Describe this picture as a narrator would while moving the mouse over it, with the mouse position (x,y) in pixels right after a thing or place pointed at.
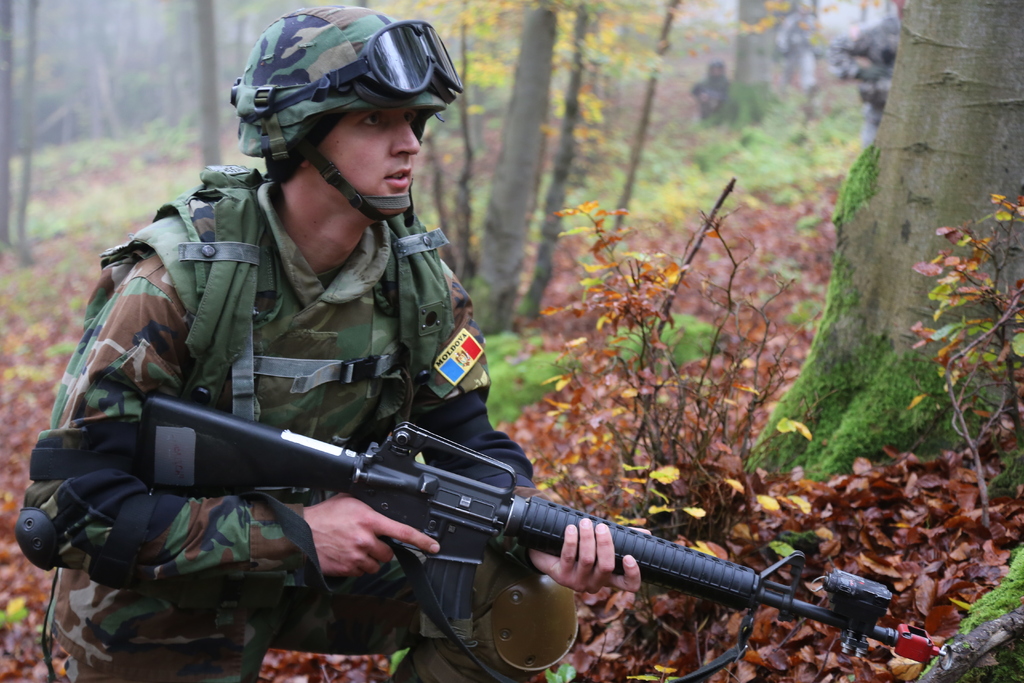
In this image we can see a person (311,195) wearing helmet (300,116) is holding a gun (438,520). On the helmet (294,130) there is a goggles (397,58). On the ground (560,364) there are leaves (718,282). Also there are many trees (574,74).
